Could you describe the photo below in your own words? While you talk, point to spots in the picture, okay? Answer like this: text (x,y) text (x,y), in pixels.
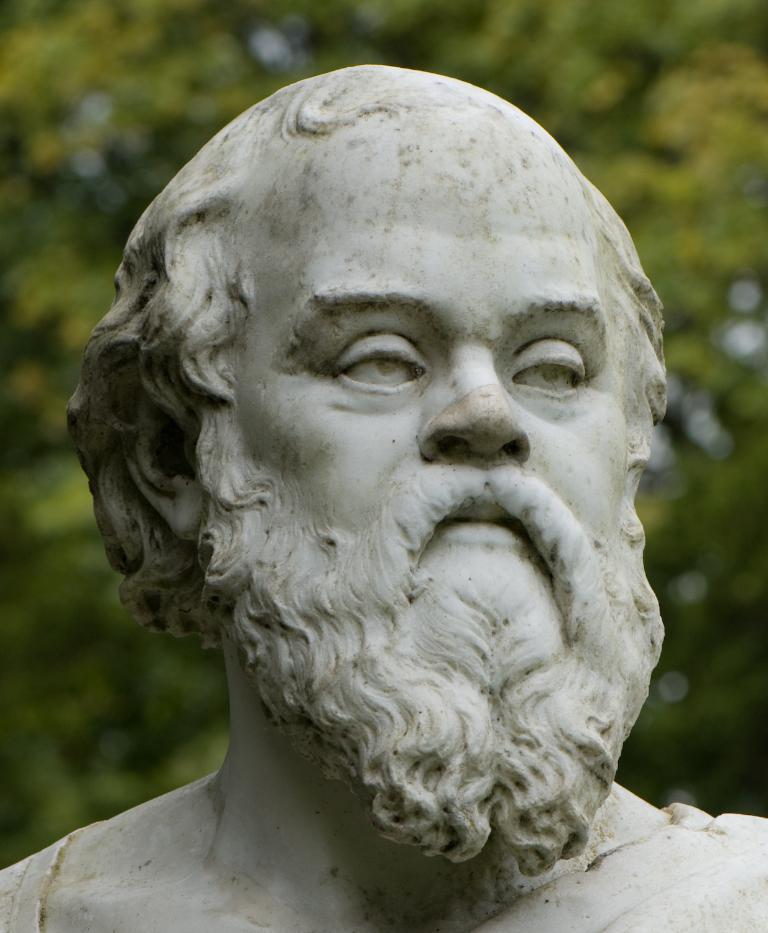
In the center of the image (323,344) there is a statue (518,298). The background of the image (730,228) is blur.
